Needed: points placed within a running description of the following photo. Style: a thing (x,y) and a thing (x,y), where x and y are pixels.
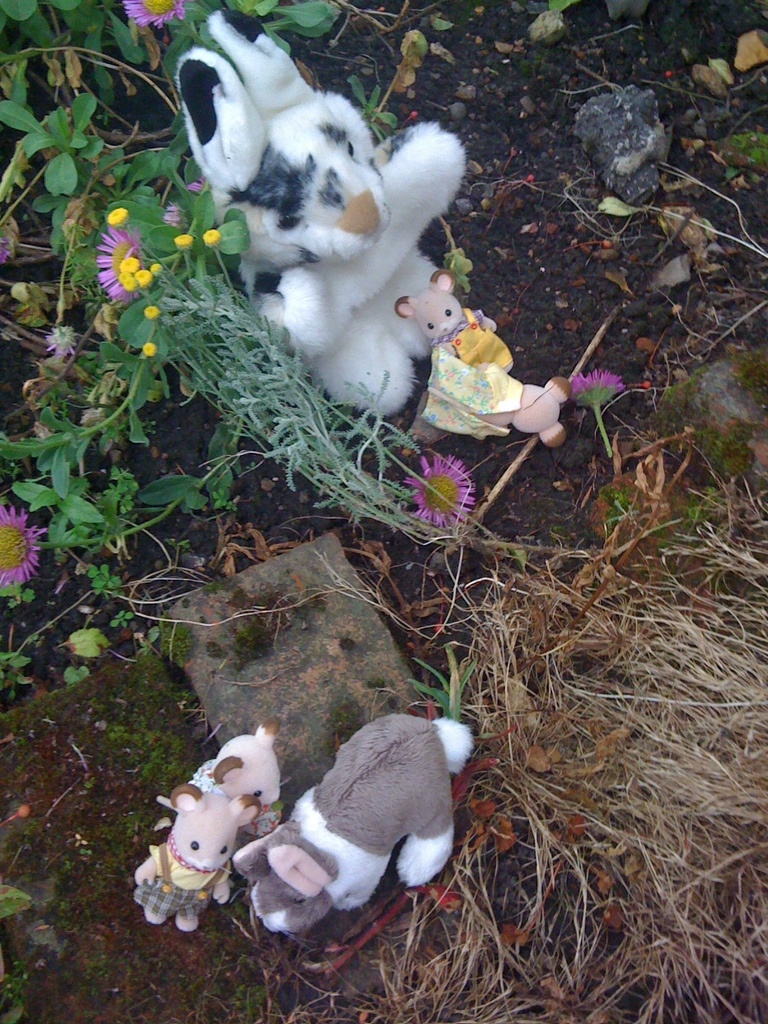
In this image I can see few soft toys (259,840) which are brown, cream, grey, white, black and yellow in color are on the ground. I can see few flowers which are yellow and pink in color, some grass (696,726) which is brown in color and few plants (218,364) which are green in color.
